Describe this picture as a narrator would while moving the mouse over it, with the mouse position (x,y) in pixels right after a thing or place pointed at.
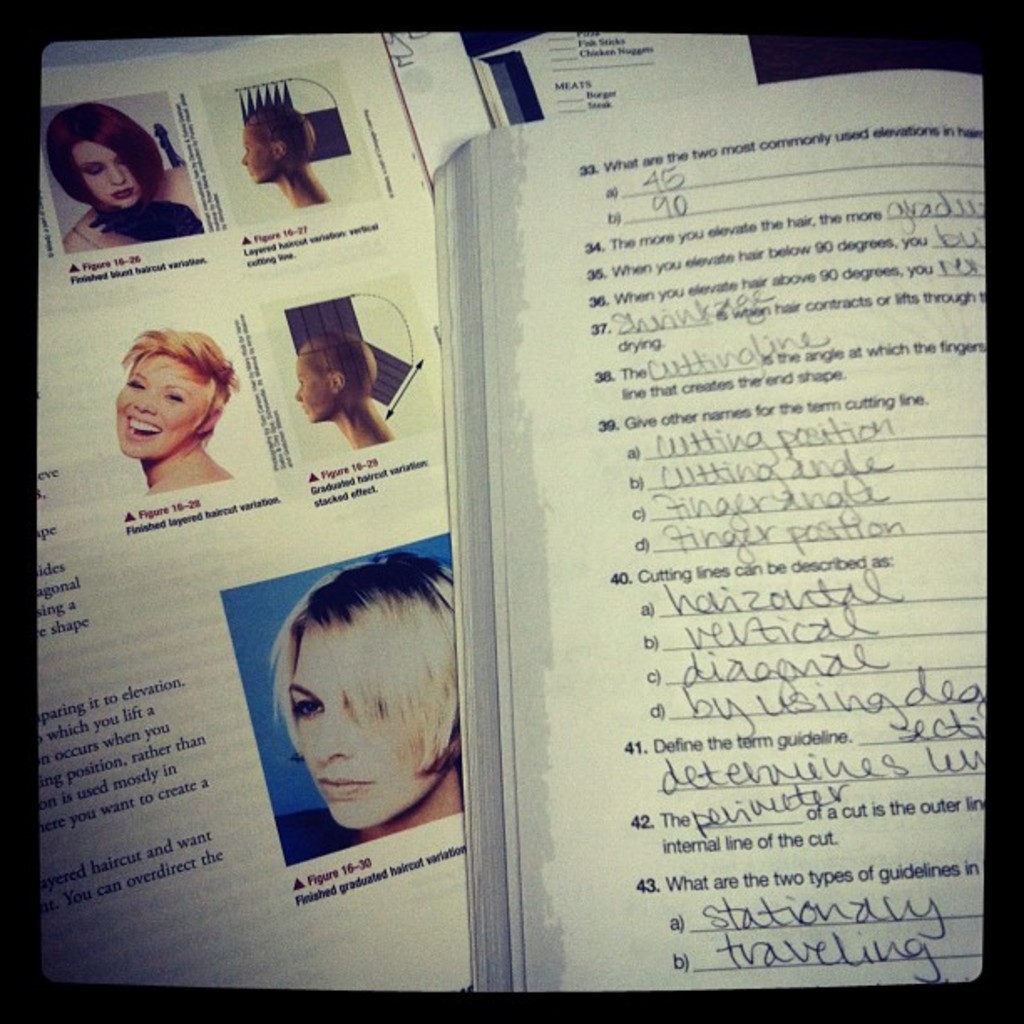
On the right side (834,702), we see a book (821,749) with some text (741,628) written on it. On the left side (195,197), we see the paper (241,639) containing the images (287,657) of women (193,417) and we even see some text (120,749) written on it. This picture might be an edited image.
